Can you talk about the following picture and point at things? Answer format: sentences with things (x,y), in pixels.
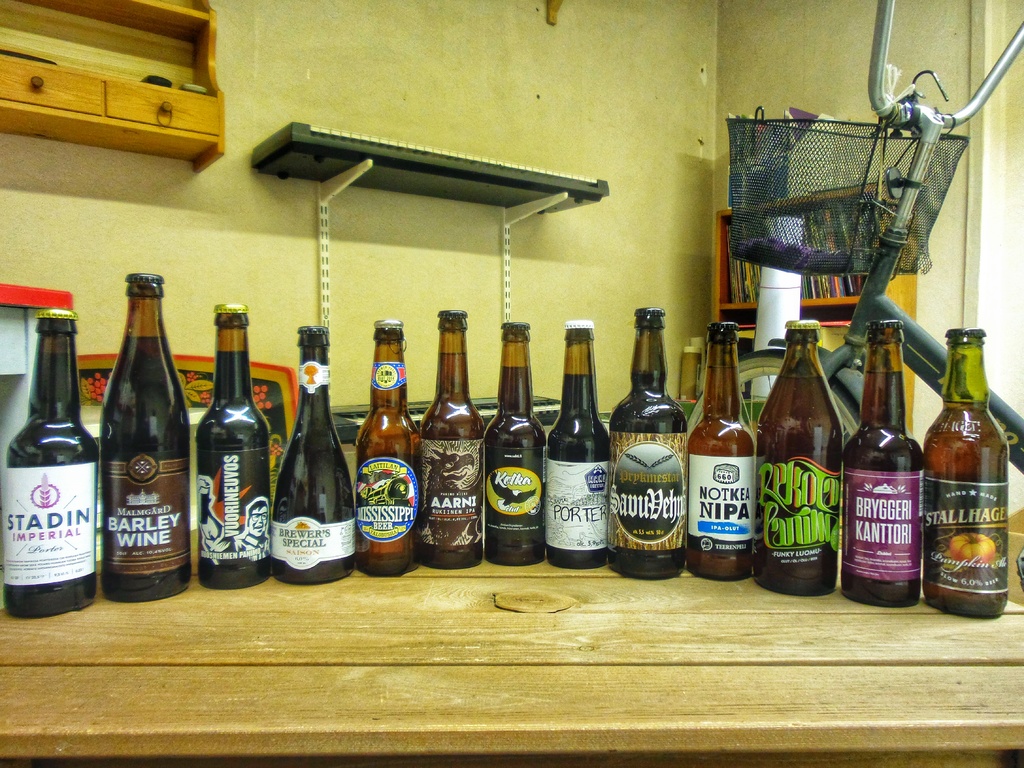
On this table (679,637) there are bottles (815,467) and tray (255,403). Far there is a bicycle (872,246) with basket (813,260). This rack (728,309) is filled with books (733,293).
